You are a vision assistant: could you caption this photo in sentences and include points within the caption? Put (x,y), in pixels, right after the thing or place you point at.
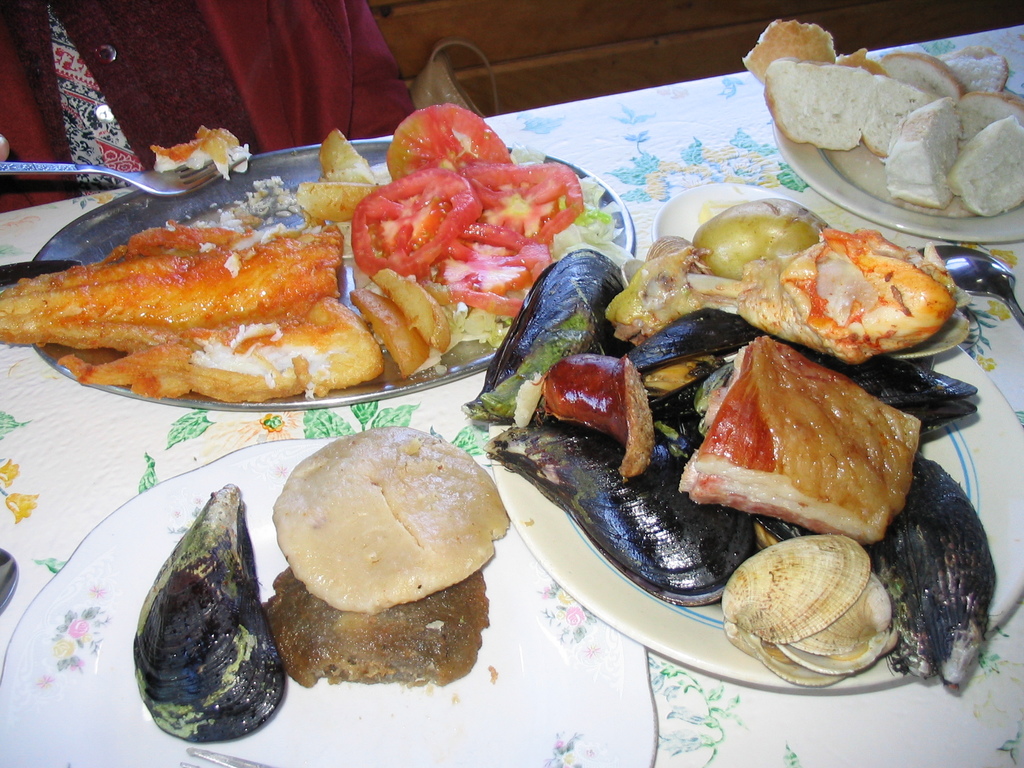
The picture consists of a table (66,532) covered with a cloth (648,180), on the table (246,416) there are plates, platter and various food items (579,280). On the left (202,99) we can see a person (145,168) holding fork (157,181).
